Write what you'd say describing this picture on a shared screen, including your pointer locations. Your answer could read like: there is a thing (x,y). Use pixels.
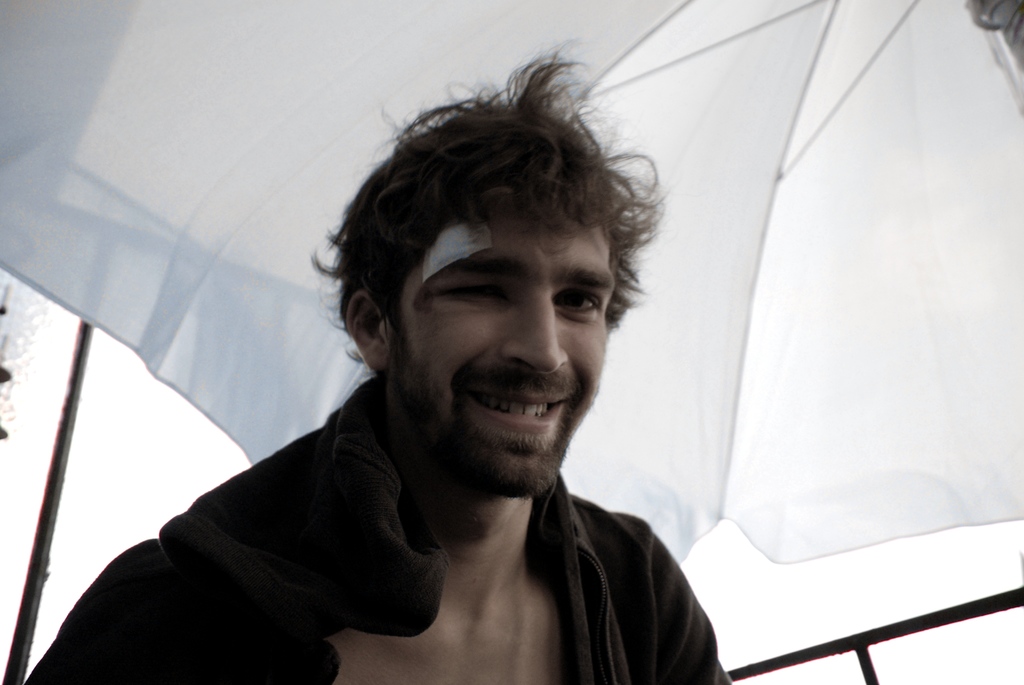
In this image we can see a man (533,239) and he is smiling. In the background (316,356) we can see an umbrella (833,308).
